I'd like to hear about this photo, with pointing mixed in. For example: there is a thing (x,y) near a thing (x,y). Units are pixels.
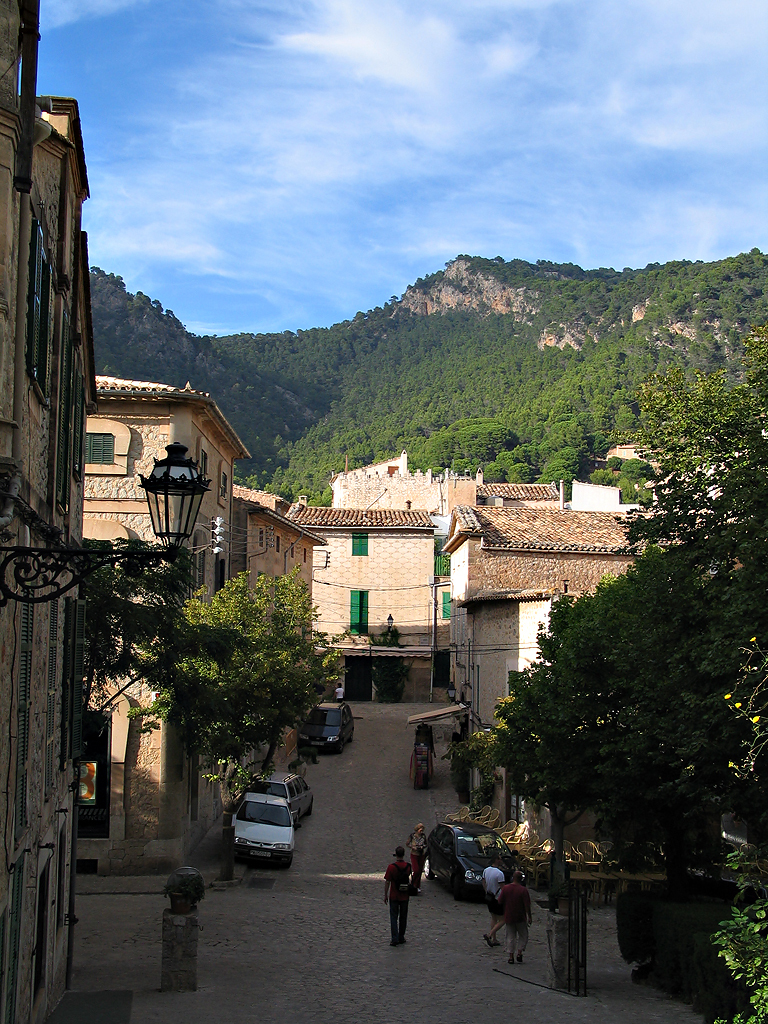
In this image we can see some houses (355,660) with roof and some people (419,867) walking on the road (385,936). We can also see a street lamp (186,507), trees (425,461), cars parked aside the road (381,770), hills (468,426) and the sky (339,147) which looks cloudy.
